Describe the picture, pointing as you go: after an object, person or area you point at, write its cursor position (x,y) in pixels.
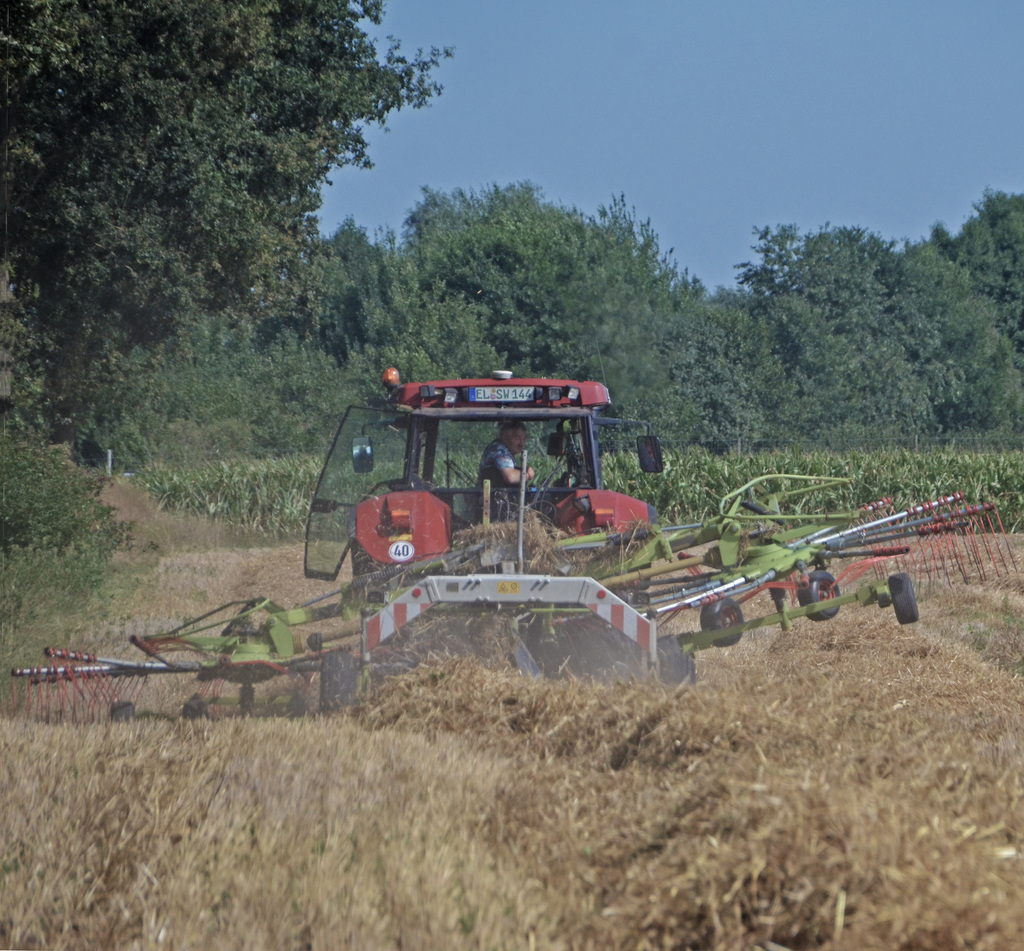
This picture contains a reaper (338,676) or a vehicle (384,462) which is in red color and we see the man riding the vehicle (652,510). At the bottom of the picture (438,898), we see the grass (686,791) and husk (815,792). Behind the vehicle (368,462), we see crops (900,472) and there are many trees (428,292) in the background (566,237). At the top of the picture (647,155), we see the sky (660,227).
